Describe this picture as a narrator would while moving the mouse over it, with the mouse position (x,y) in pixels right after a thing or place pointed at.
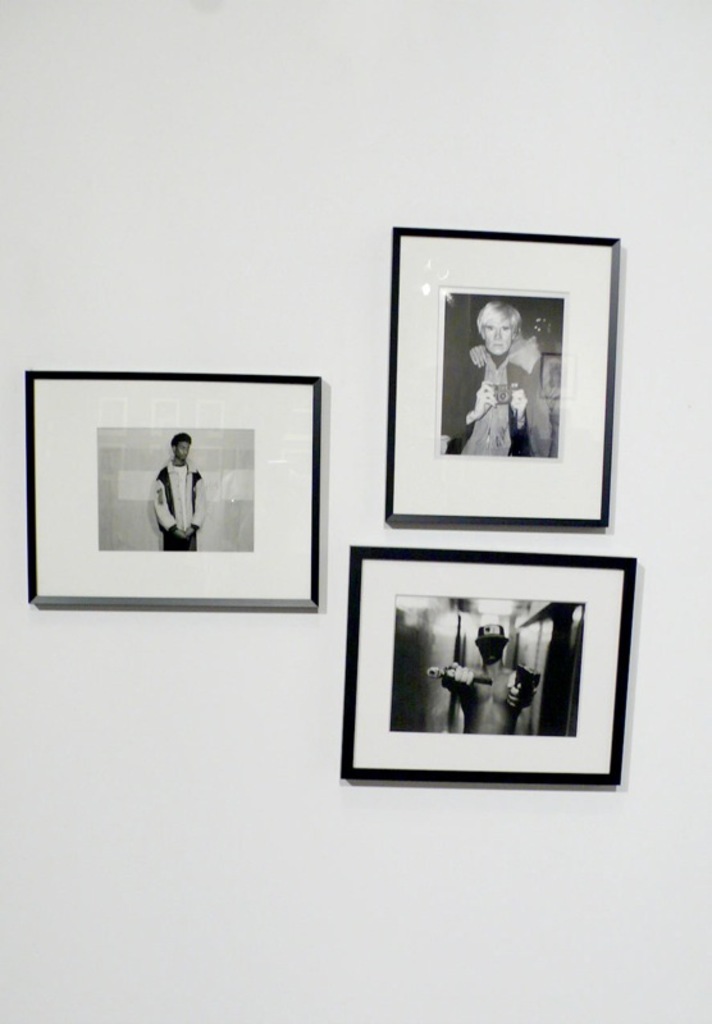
In the image there are three different photo frames (383,571) attached to a white background (338,612).
